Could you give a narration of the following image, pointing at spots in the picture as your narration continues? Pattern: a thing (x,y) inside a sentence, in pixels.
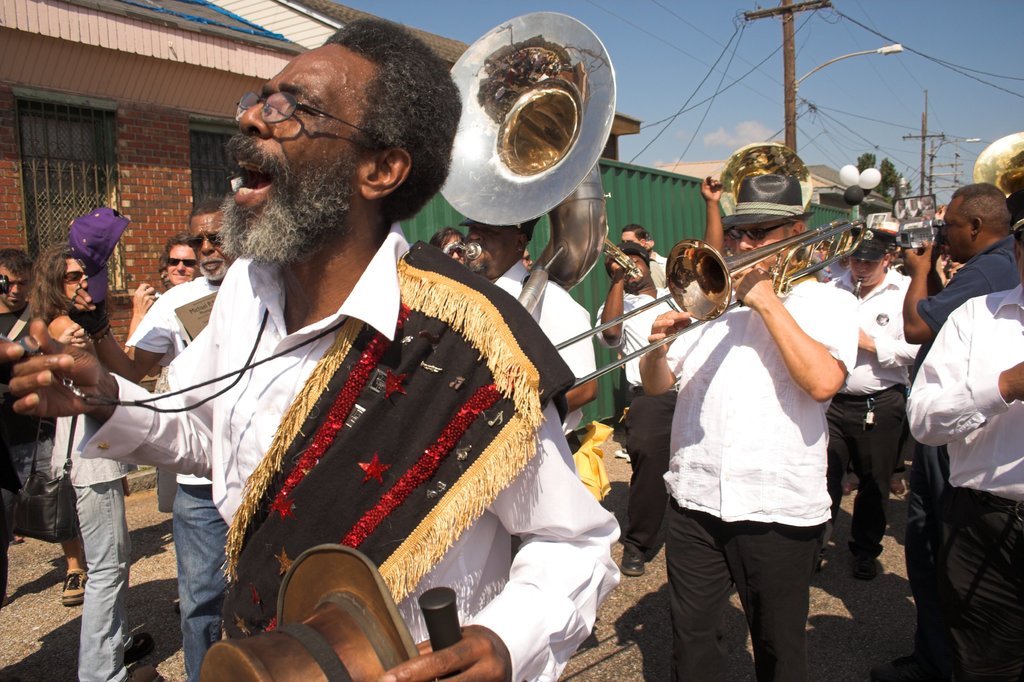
In this picture there are few people (433,266) walking and playing musical instruments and this person (321,538) is holding a hat (320,623), stick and a whistle (76,397) and in the backdrop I can see there are few buildings (19,155) and electric poles (792,28) with cables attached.
